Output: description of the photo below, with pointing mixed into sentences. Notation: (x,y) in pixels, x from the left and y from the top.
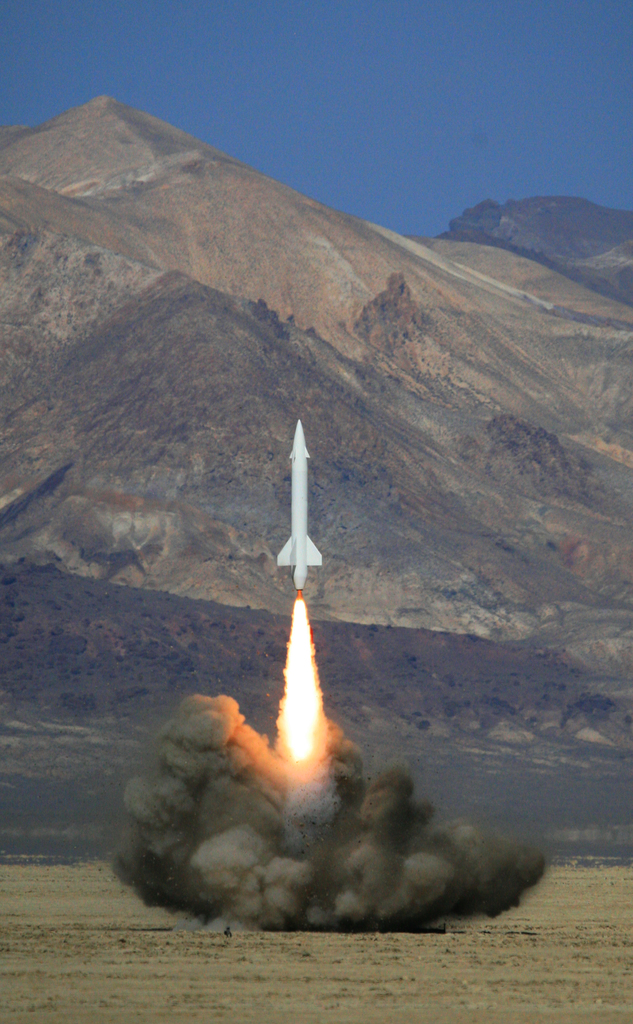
In this image there is a rocket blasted off into the sky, behind the rocket (299,442) there are mountains (330,388).
